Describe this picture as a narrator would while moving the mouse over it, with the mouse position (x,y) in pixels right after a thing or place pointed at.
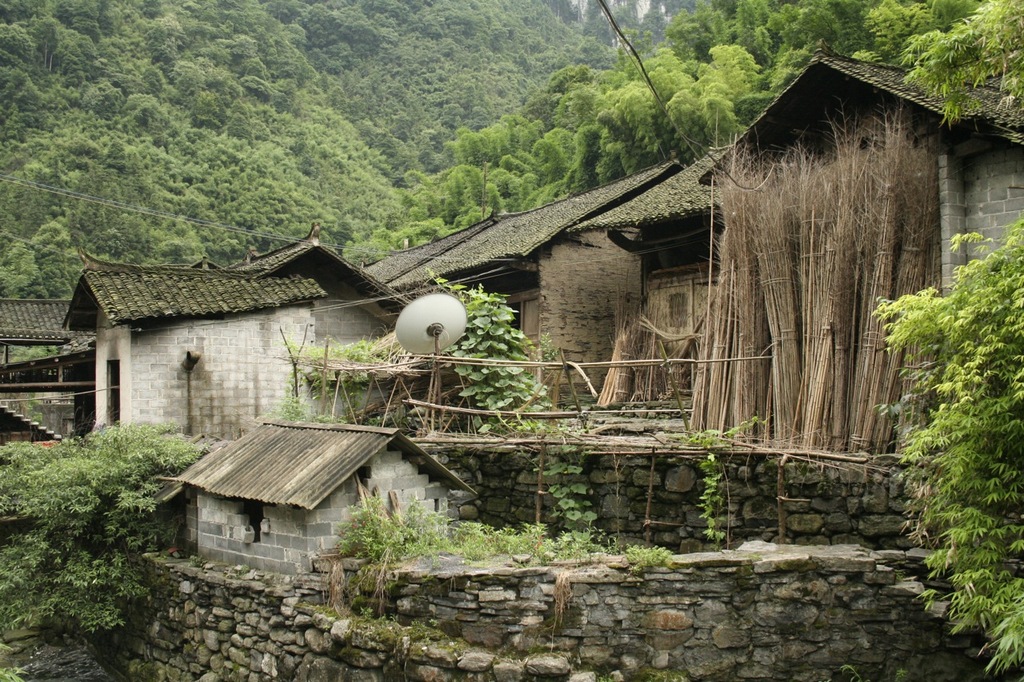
In this picture I can see houses (359,427), there are plants (481,398), fence (424,385), there is a dish antenna (442,336) and there are trees (444,153).
